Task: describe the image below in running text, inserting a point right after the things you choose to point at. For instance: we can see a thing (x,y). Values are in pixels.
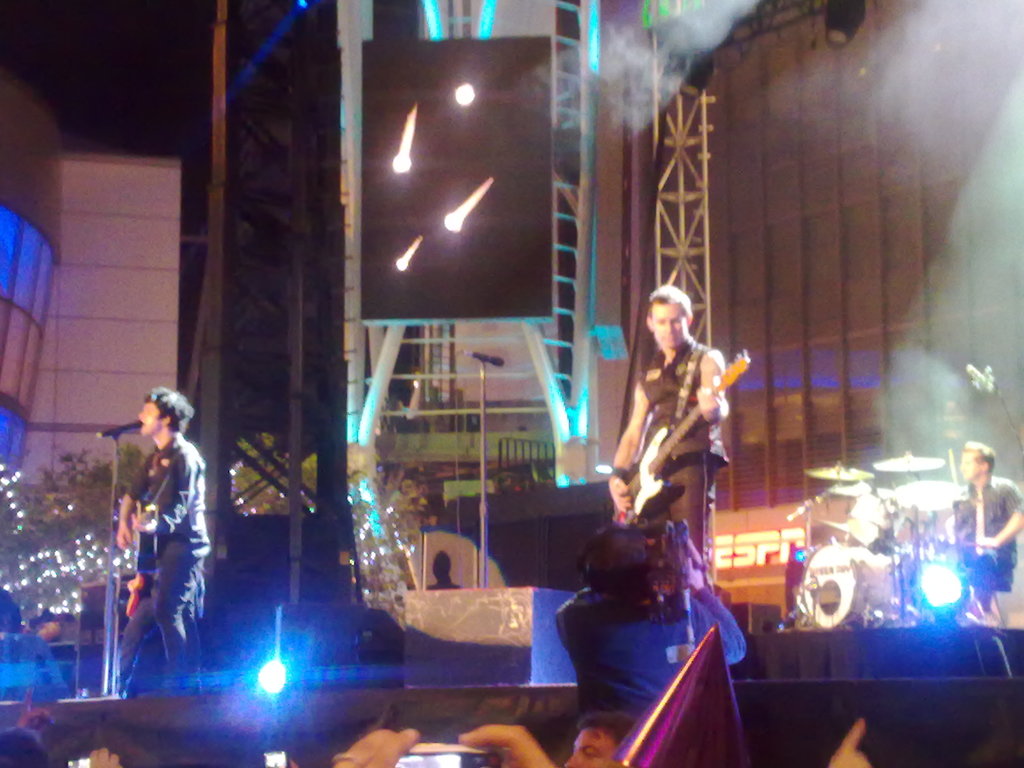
In this image I see 3 men (713,351) in which 2 of them are standing and holding their guitars (724,383) and this man (1022,515) is sitting and is in front of the drums (922,492). I can also see few people (698,632) over here and the lights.
